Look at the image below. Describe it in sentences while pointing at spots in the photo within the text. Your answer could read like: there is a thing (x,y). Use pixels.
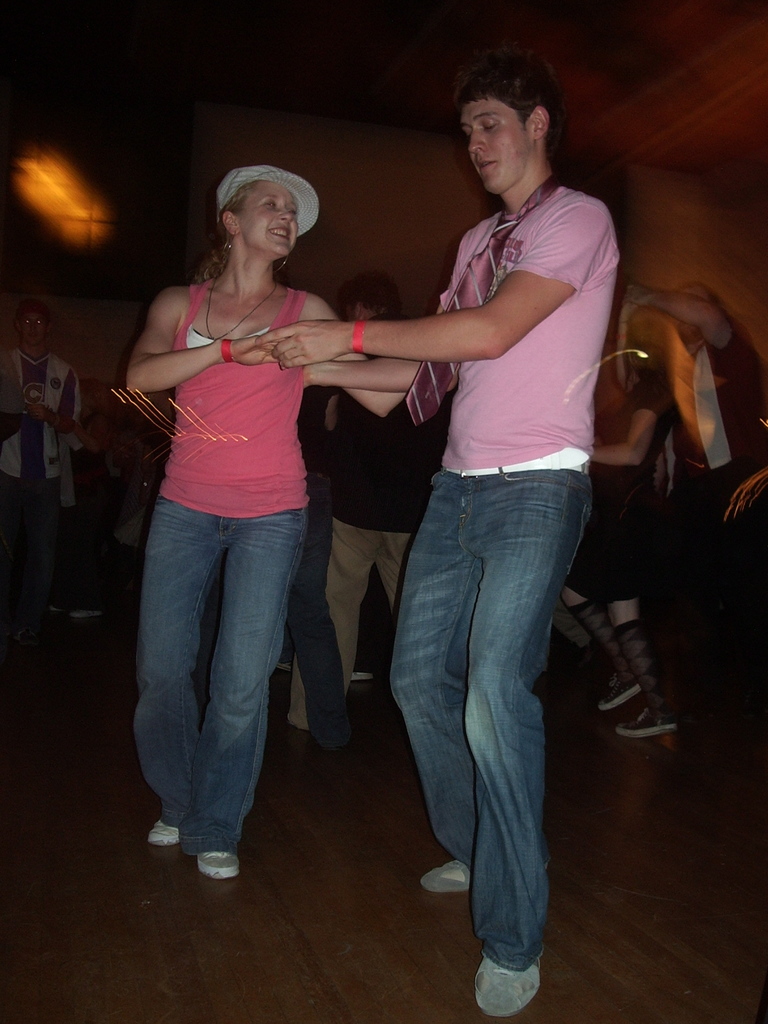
In this image we can see a man (426,351) is standing, he is wearing the pink shirt (478,362), beside a woman (192,362) is standing, she is smiling, at the back (39,548) there are group of people (651,480) standing.
